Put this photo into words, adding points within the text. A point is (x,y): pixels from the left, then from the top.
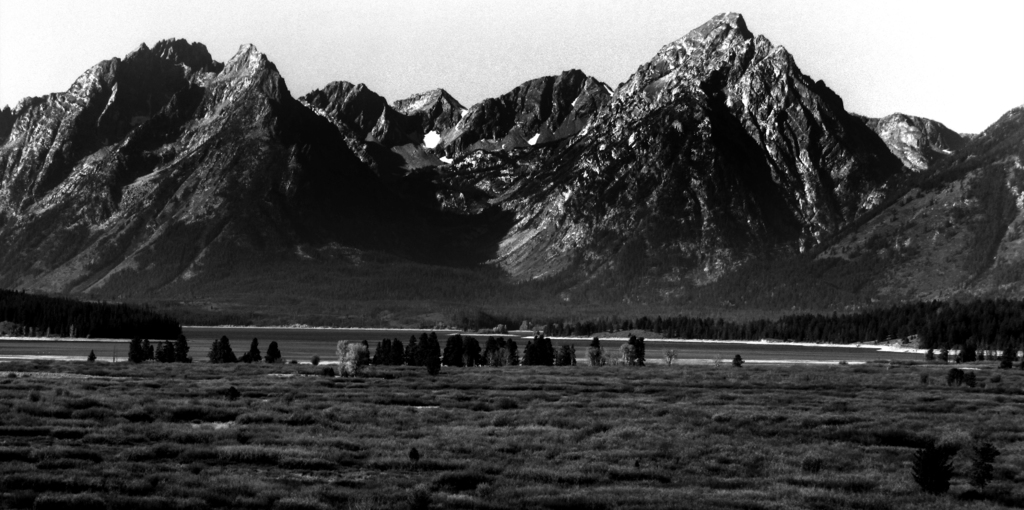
This is a black and white image. In this image we can see a water body (610,350), a group of trees (564,345) and some grass (612,445). On the backside (843,264) we can see the hills (611,197) and the sky (507,28) which looks clear.
